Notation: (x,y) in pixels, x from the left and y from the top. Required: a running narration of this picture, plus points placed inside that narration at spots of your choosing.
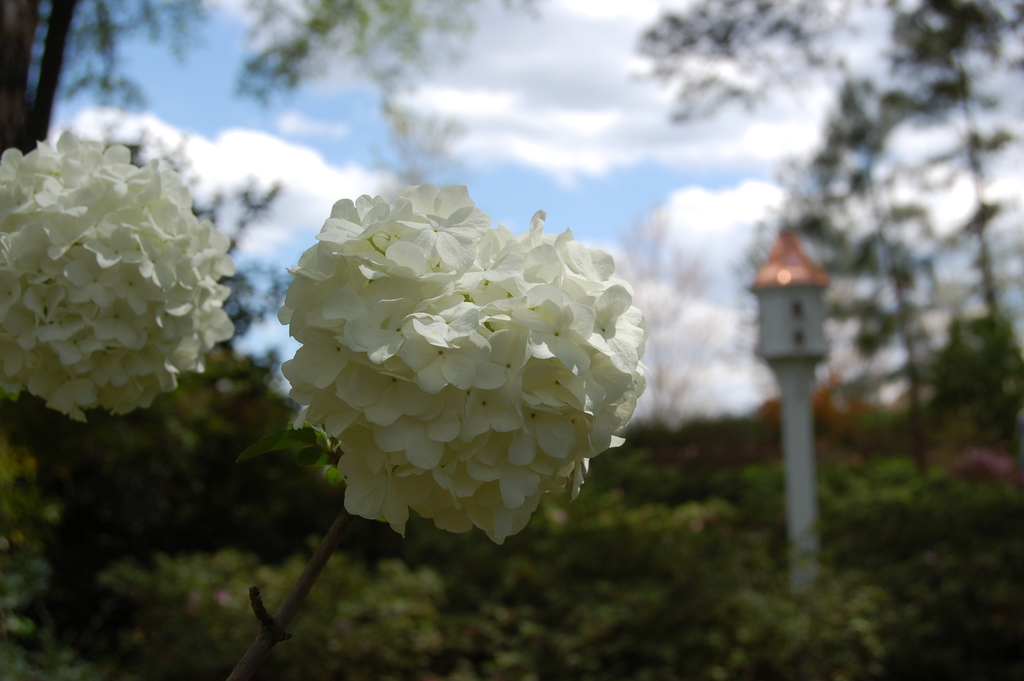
In the image we can see the flowers (376,324), white in color. Here we can see trees (909,409), pole (806,556) and the cloudy sky (647,178). The background (639,142) is slightly blurred.
